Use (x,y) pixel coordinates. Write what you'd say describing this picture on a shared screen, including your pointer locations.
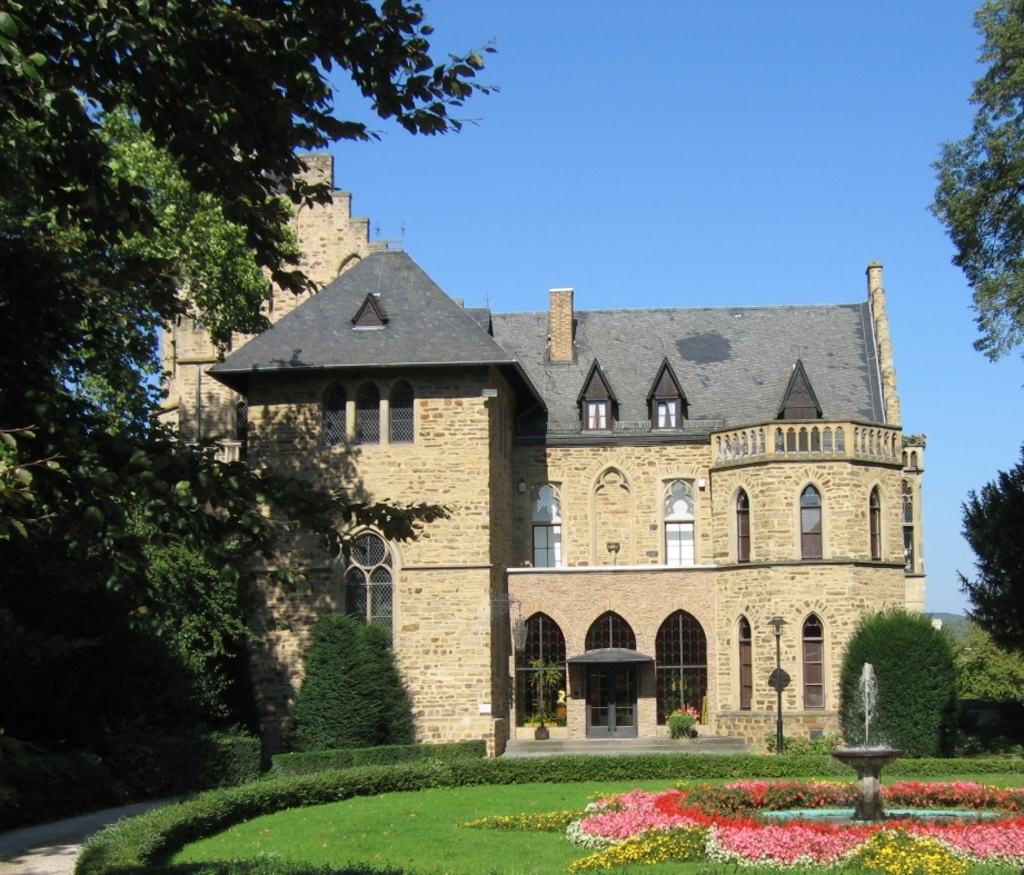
In this picture we can observe some plants (132,848) and grass (507,834) on the ground (547,805). We can observe small fountain (864,745) on the right side (871,787). There are pink, white and yellow color flowers (744,838).
